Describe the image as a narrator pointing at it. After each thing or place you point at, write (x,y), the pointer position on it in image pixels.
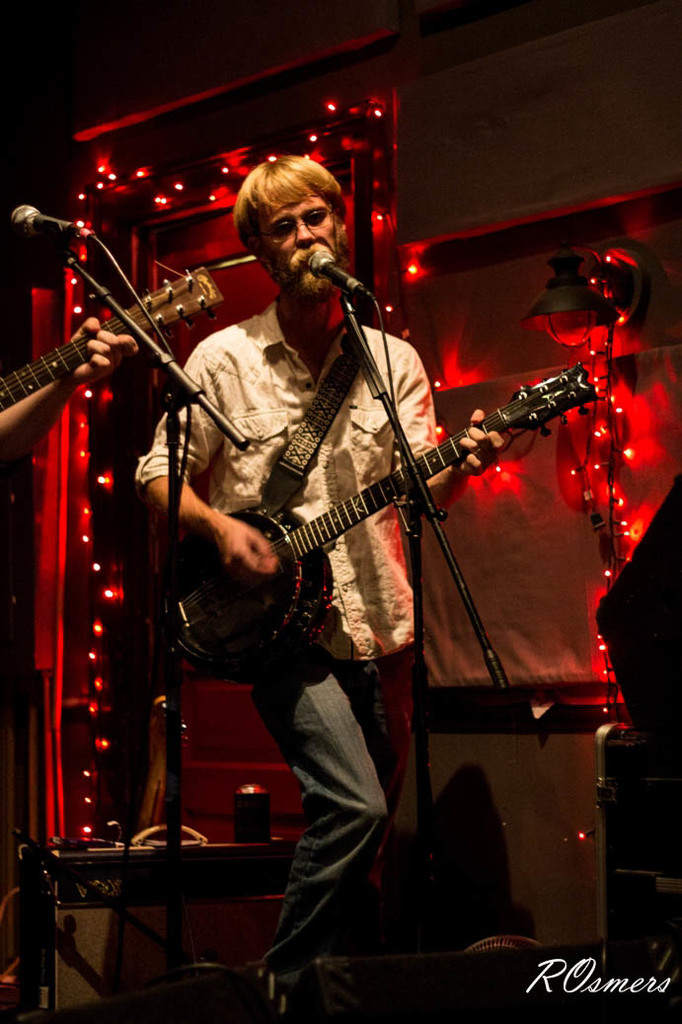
He is standing. He is holding a banjo (338,527). He is playing a banjo (330,525). He is singing a song. We can see in background (625,459) lights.
